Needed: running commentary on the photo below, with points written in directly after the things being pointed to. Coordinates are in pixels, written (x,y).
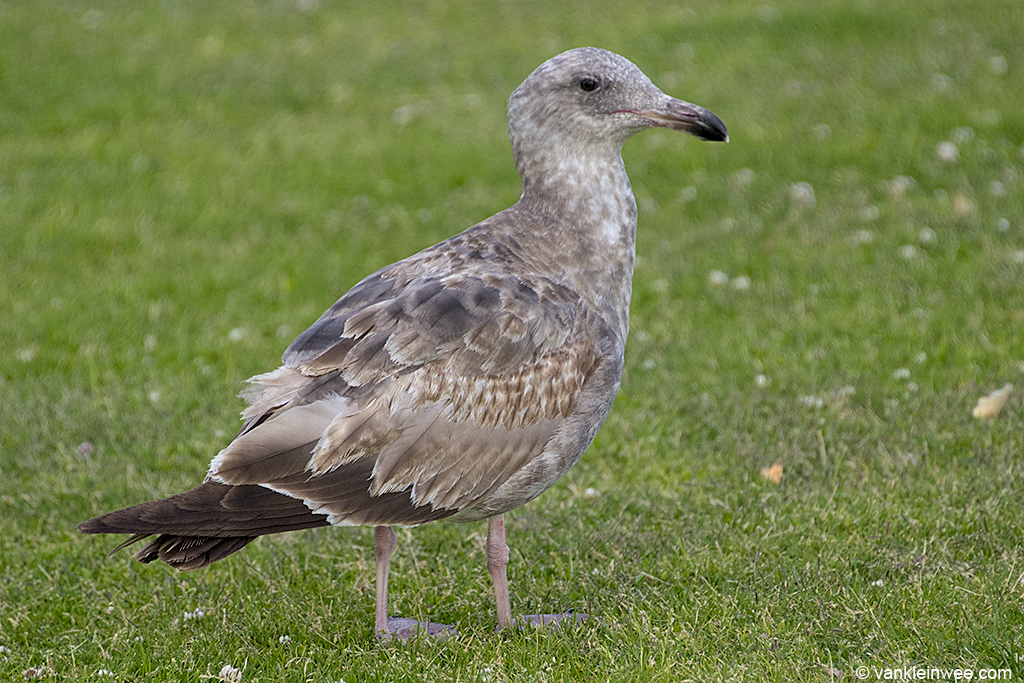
In the foreground (317,522) I can see a bird (289,525) is standing on the grass (565,542). This image is taken may be during a day on the ground (710,296).
